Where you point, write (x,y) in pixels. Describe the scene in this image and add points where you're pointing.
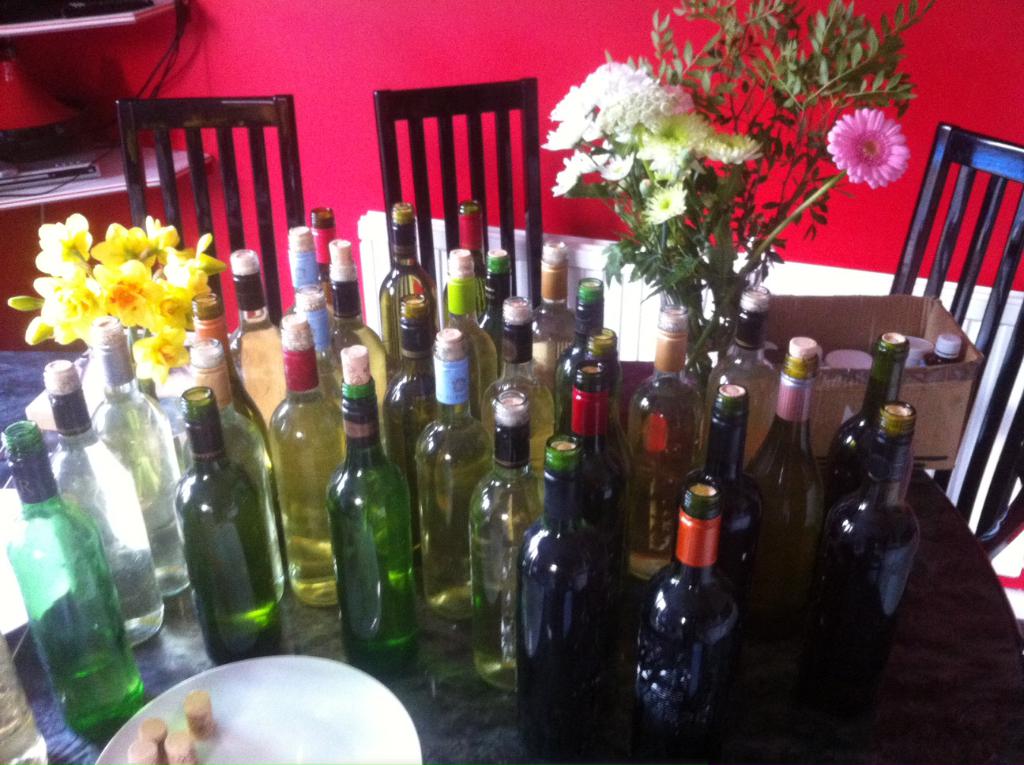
This picture shows a bunch of wine bottles (486,484) and a plant (562,136) and flowers (165,329) with a plate (181,717) on the table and we see three chairs (989,429).
